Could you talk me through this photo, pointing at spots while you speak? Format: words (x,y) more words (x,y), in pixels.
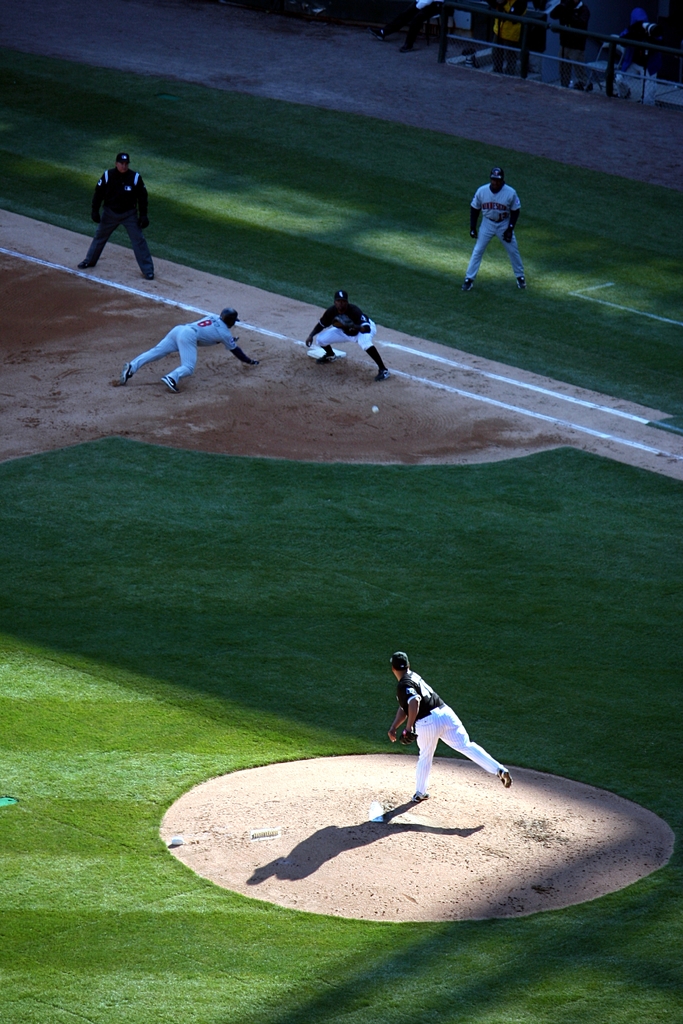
In this picture we can see a ball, five people (146,197) on the ground (198,563) and in the background (208,185) we can see the grass (288,126), fence (555,59), some people (500,39) and some objects (648,27).
